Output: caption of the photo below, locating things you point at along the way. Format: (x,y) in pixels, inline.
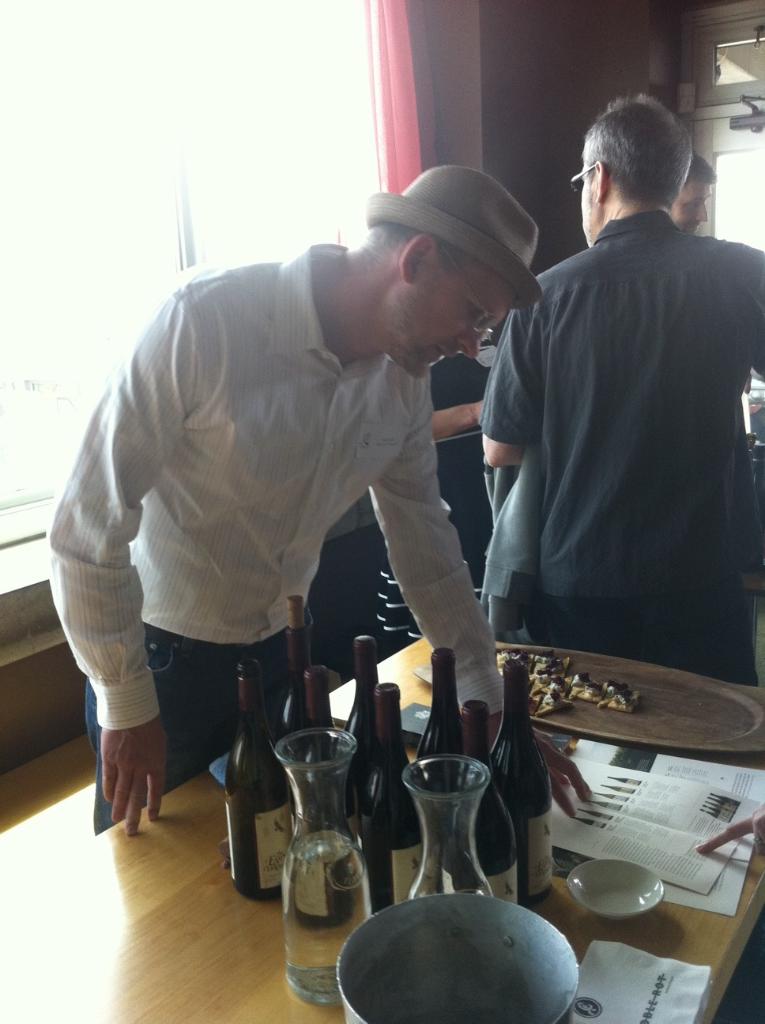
In this image, I can see few people (630,357) standing. At the bottom of the image (222,920), I can see a table (245,921) with glass jars (427,865), papers (604,767), bottles (529,788), a plate (645,723) and few other objects (627,905). On the left side of the image (88,374), I can see a window (33,199) and a curtain (397,139).
